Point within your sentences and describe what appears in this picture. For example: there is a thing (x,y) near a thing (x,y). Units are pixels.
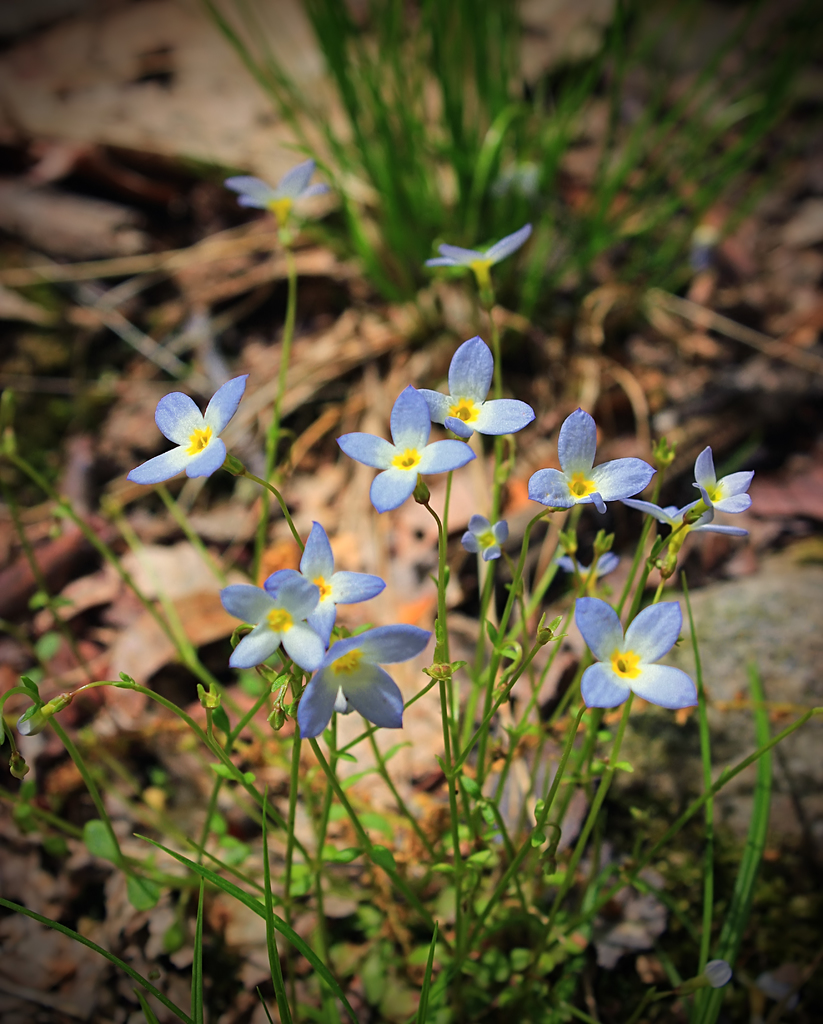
In this image there are plants (440,661) and grass (430,194) on the ground (386,528). In the foreground (379,698) there are flowers (324,543) to the stems (319,844). The background (244,87) is blurry.
